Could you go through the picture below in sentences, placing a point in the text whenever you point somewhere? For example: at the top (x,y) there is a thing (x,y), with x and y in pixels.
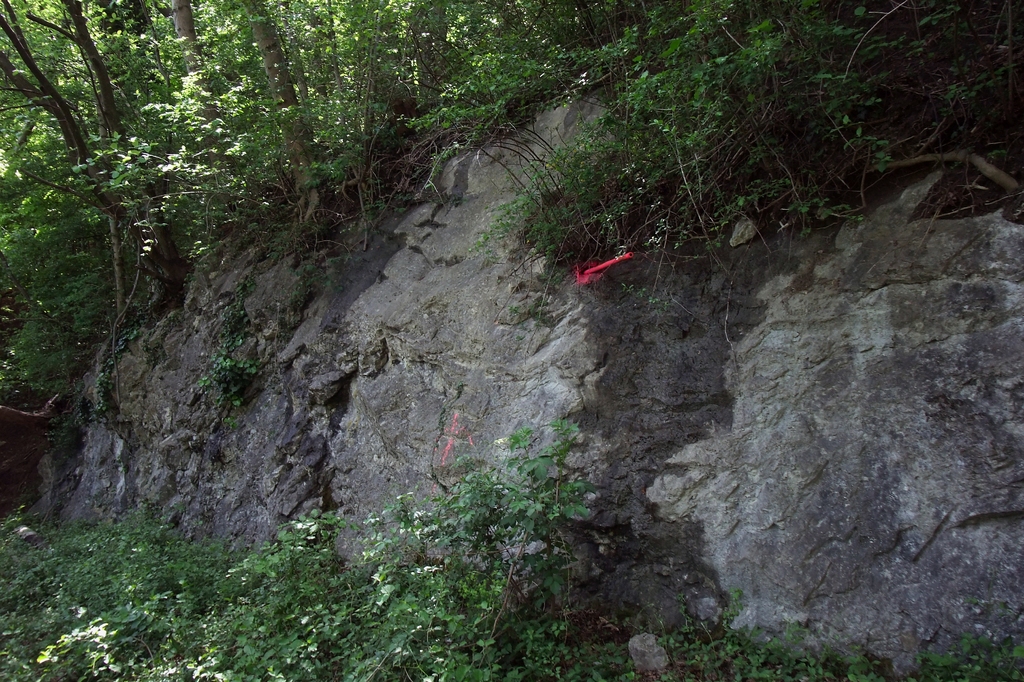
In this picture we can see a rock (224,446), plants (157,662) and trees (81,96). On the rock (603,279) there is a red object (621,261).
